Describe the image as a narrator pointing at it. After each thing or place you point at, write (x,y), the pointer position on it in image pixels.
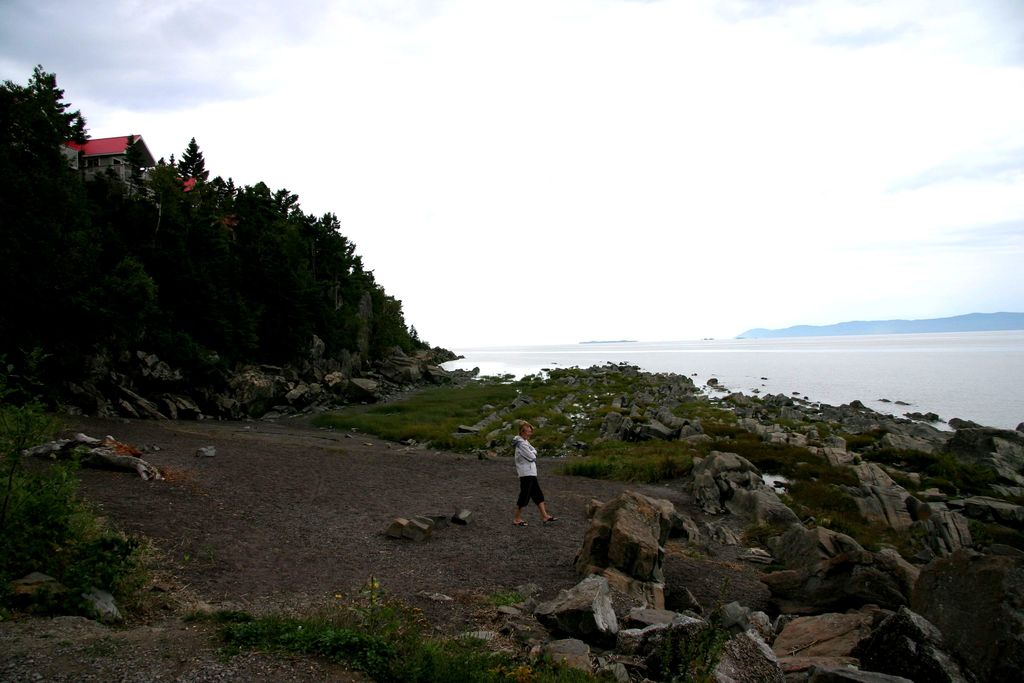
In this image I can see in the middle (626,425) a person (523,474) is walking and there are stones (772,492) on the right side (824,390) there is water (871,375). On the left side (199,274) there are trees (196,254) and it looks there are houses (101,145). At the top (595,137) it is the sky (610,175).
